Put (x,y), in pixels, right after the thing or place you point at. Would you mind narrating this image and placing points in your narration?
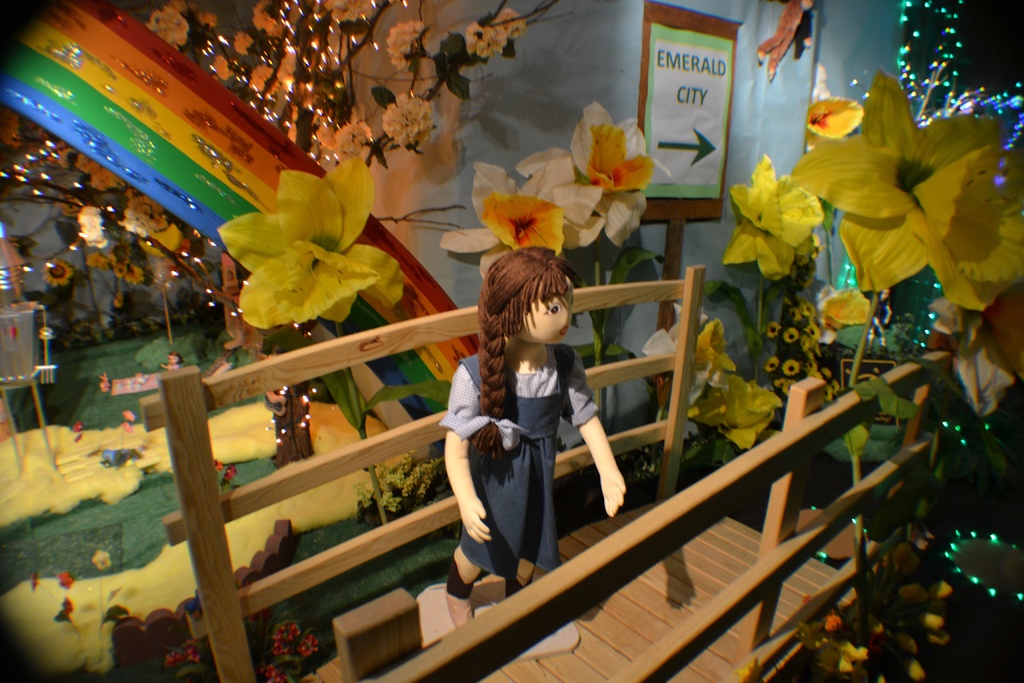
In this image I see the depiction of a girl (525,407), flowers (529,240) and a rainbow (80,33) and I see the bridge (406,431) and I see board (689,97) over here on which there is a paper (688,98) and I see 2 words (687,83) written on it and I see an arrow (703,150) over here and I see the lights (906,45).
